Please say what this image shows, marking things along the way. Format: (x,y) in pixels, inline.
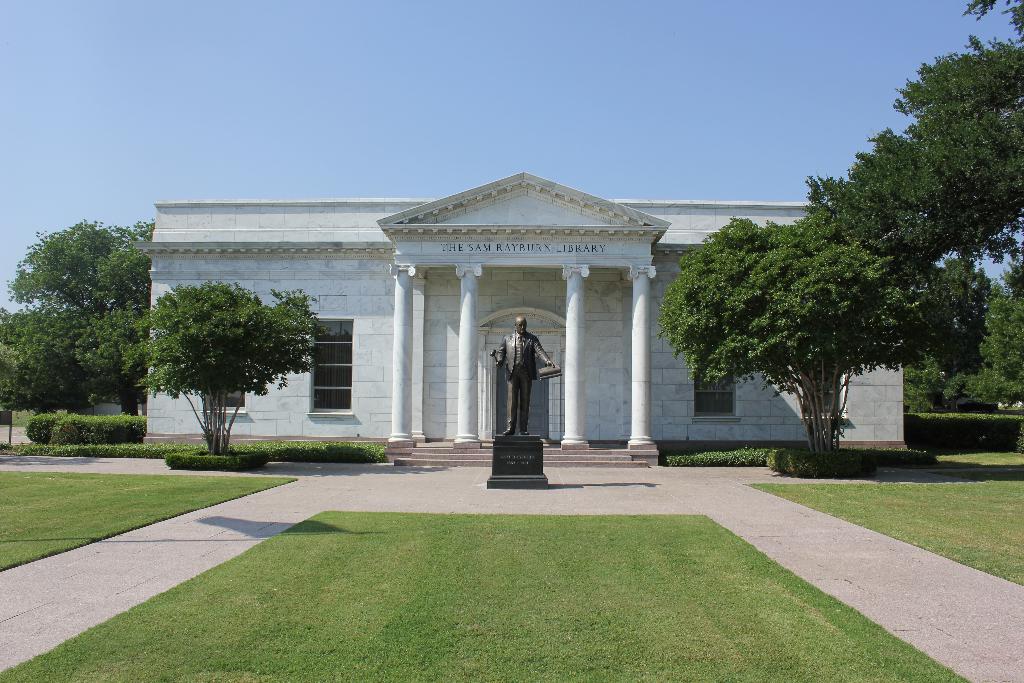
In the front (440,643) portion of the picture we can see three partitions of grass (604,610) and this is a path (117,586) towards the library (679,424). This is the library (706,387) and in front there is an arch (609,237) stating "THE SAM RAYBURN LIBRARY". In Front of the library (533,325) there is a statue of a man (521,413). There are few trees (124,383) near and side of the library (252,430). There are the two windows (727,398) and this is a entrance door (547,407) of the library (549,406). On the top (623,66) we can see sky (539,91).
